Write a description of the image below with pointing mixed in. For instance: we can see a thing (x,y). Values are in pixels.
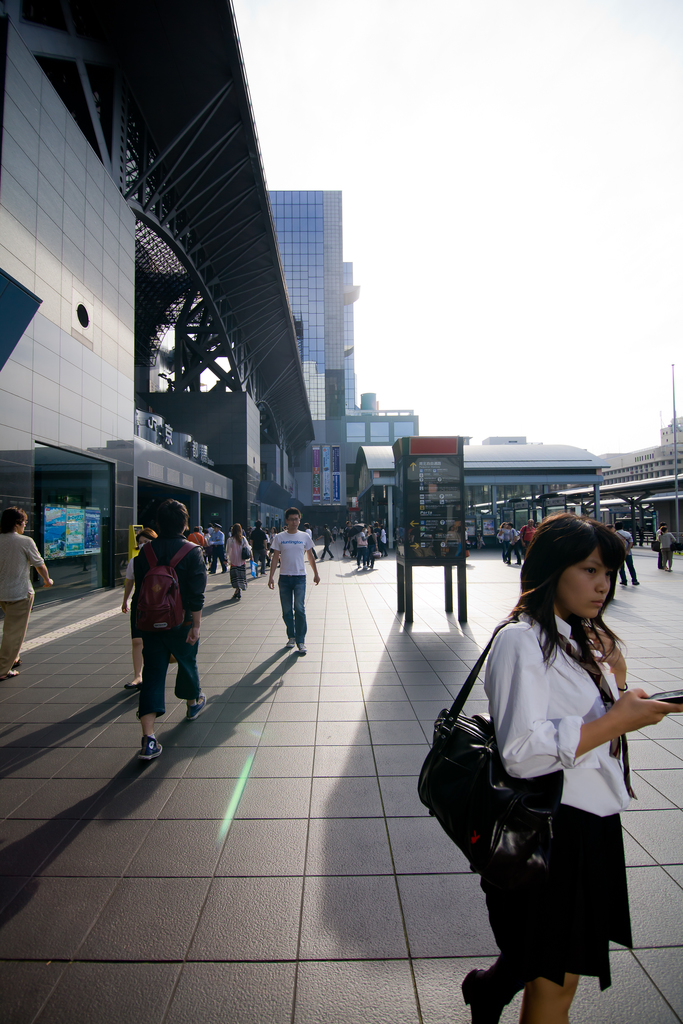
In this image there are so many people (507,767) walking on the road (218,895), also there is a booth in the middle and some buildings (375,492) around.
